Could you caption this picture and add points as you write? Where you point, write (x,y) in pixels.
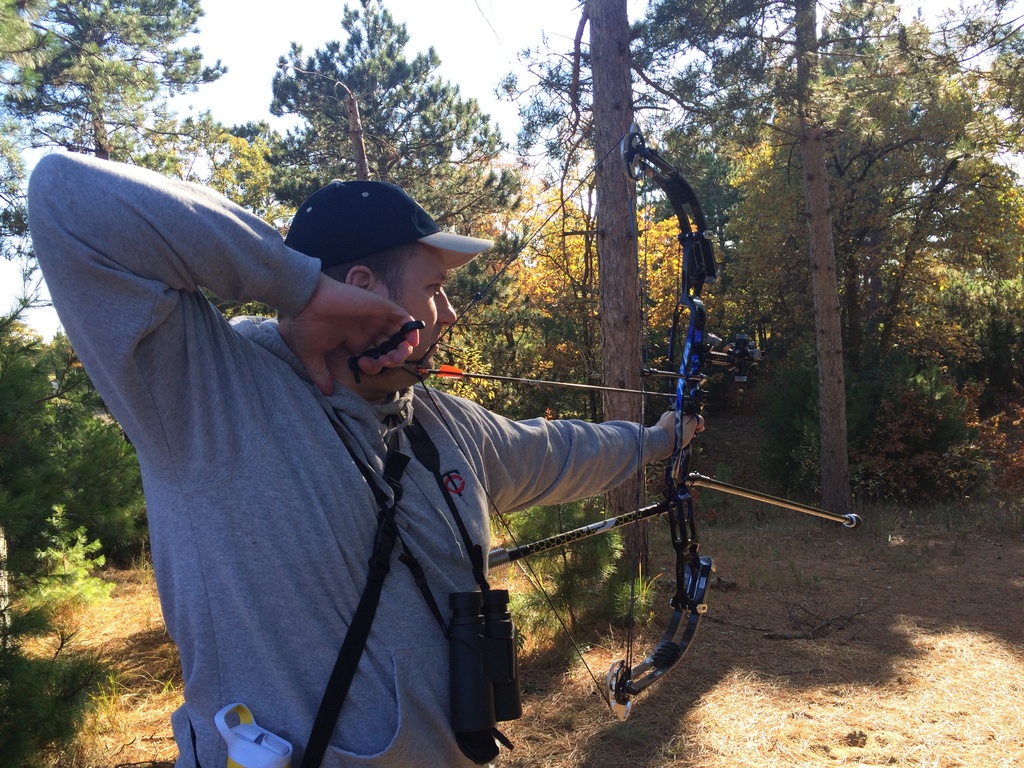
In this image there is a person (403,422) playing archery, there is a person (415,595) wearing binoculars (451,690), there are trees (684,147), there are plants (68,559), there is the sky (459,36), there is an object (235,745) truncated.
